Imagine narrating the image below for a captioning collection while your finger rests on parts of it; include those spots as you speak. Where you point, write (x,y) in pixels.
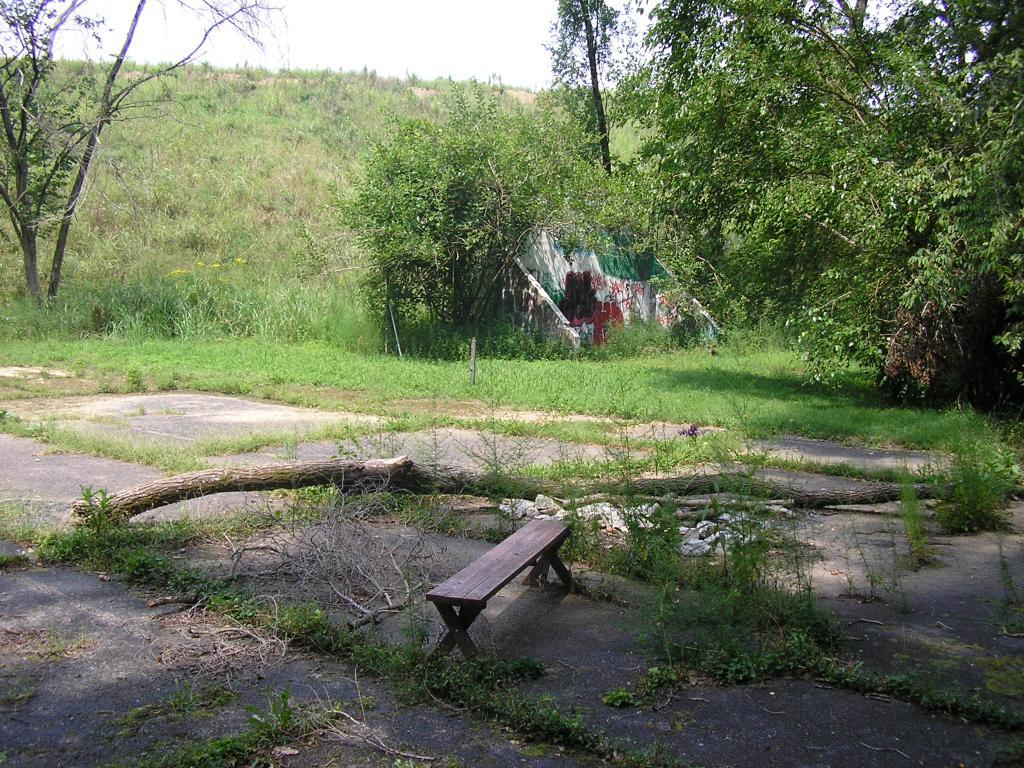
In this image there is a bench (479,583) at the center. At the background (372,211) there are trees (392,152).
